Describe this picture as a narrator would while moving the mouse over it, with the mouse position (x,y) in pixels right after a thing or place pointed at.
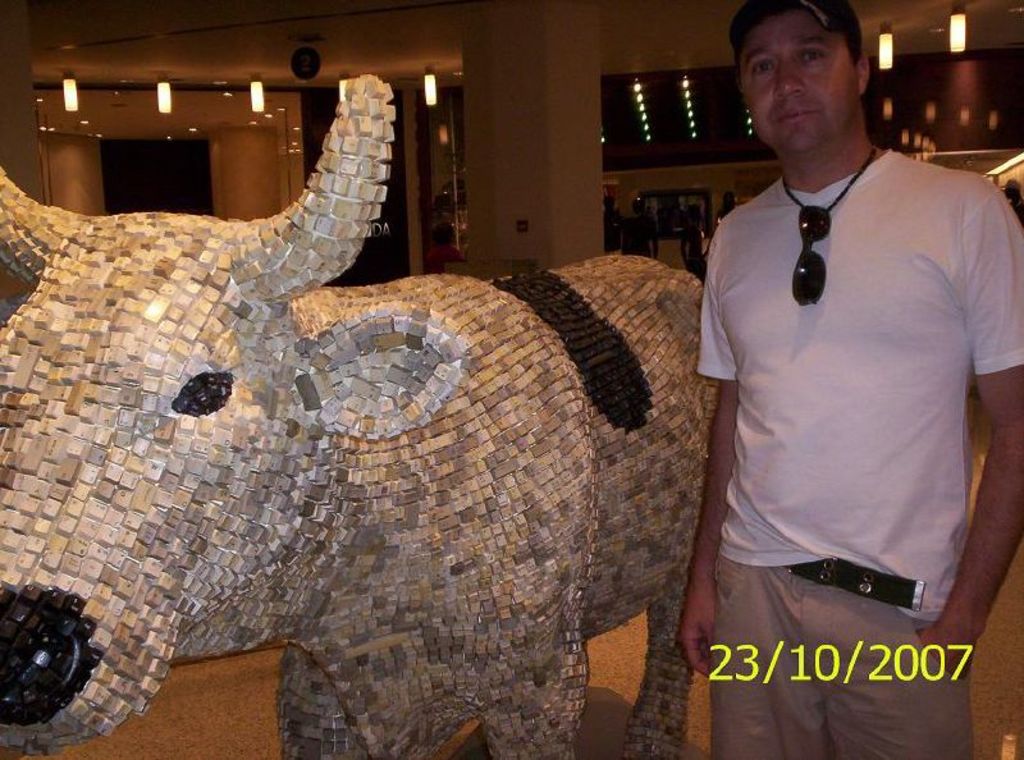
In this picture we can see a person (872,489), statue (479,589) of an animal (547,612) on the ground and in the background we can see a pillar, wall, lights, roof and some objects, in the bottom right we can see some numbers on it.
